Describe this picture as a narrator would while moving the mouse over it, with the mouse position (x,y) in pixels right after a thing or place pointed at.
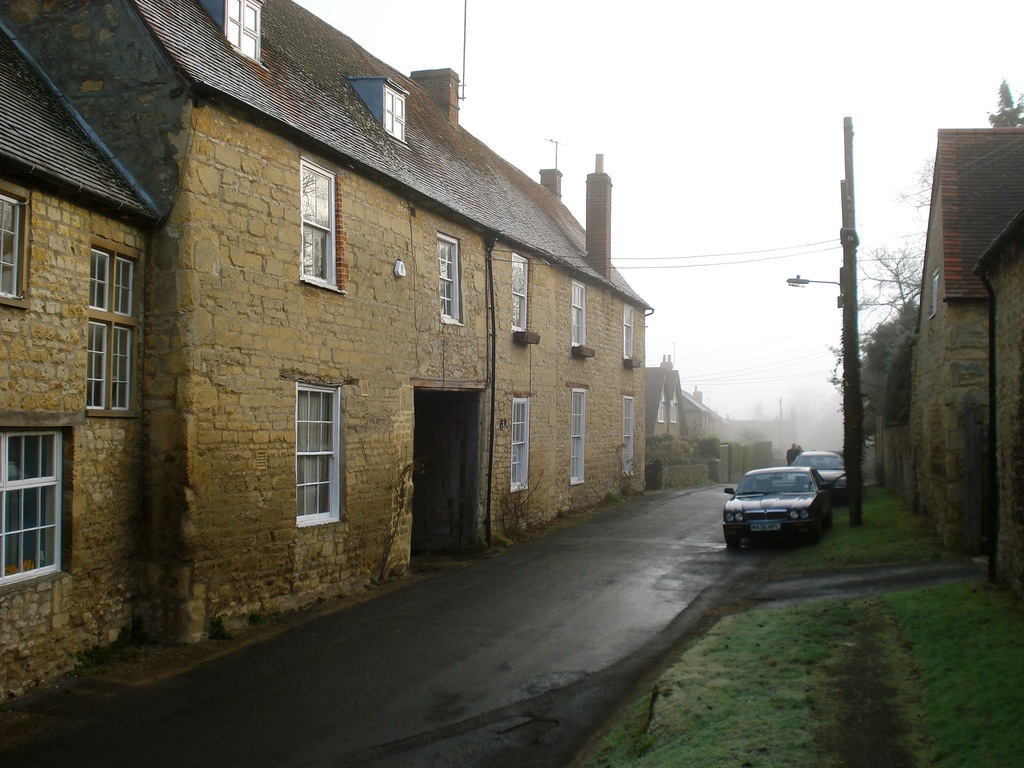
In this picture I can see the buildings (986,500) on either side of this image, in the middle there are vehicles (776,468) on the road (698,551). At the top (726,121) I can see the sky (719,127).
